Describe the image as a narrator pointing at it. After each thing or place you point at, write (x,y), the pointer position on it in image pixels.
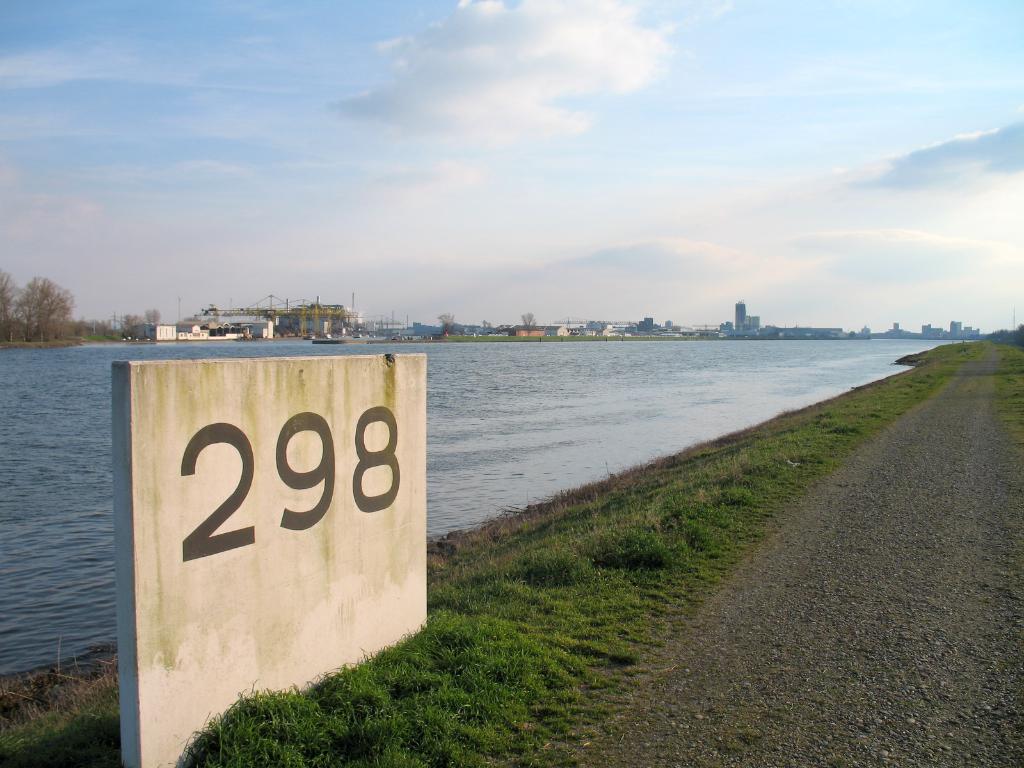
On the right side of the image (856,561) we can see grass (657,551) and road (873,603). On the left side of the image (60,382) we can see buildings (164,330), water (72,376), name board (127,526) and trees (60,333). In the background (329,345) we can see buildings (485,327), trees (49,323), water (509,387), sky (349,77) and clouds (516,78).
